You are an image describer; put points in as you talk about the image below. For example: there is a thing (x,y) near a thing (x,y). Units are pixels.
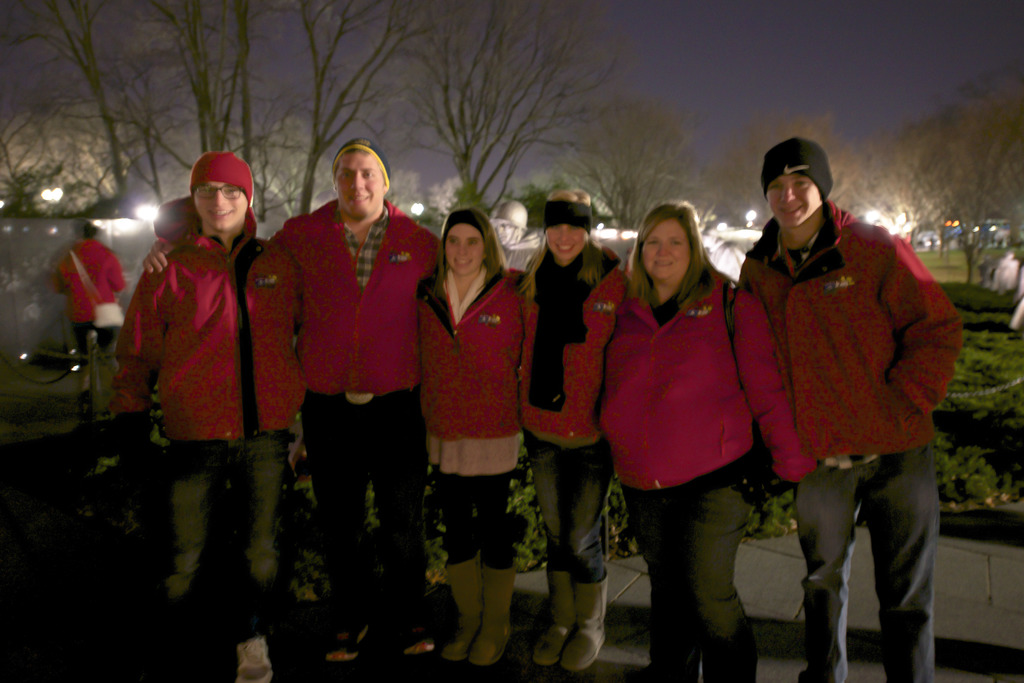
In this picture I can observe six members (469,320) standing in the middle of the picture (349,255). There are men (357,318) and women (513,310) in this picture. All of them are smiling. In the background (372,101) I can observe trees (627,157) and sky (735,63).
